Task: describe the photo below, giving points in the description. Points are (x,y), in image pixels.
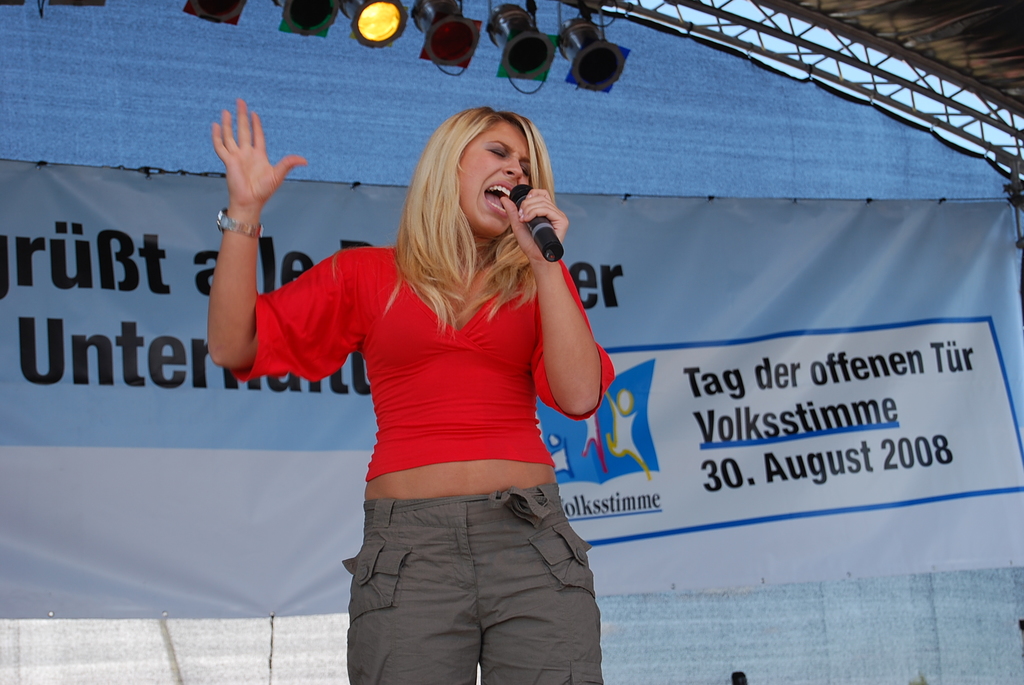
In the center of the image (424,317), we can see lady (450,335) standing and holding a mic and in the background (542,70), there are lights (384,40) and we can see a banner (733,290) and some text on it. At the top (873,32), there is a roof (864,29).
